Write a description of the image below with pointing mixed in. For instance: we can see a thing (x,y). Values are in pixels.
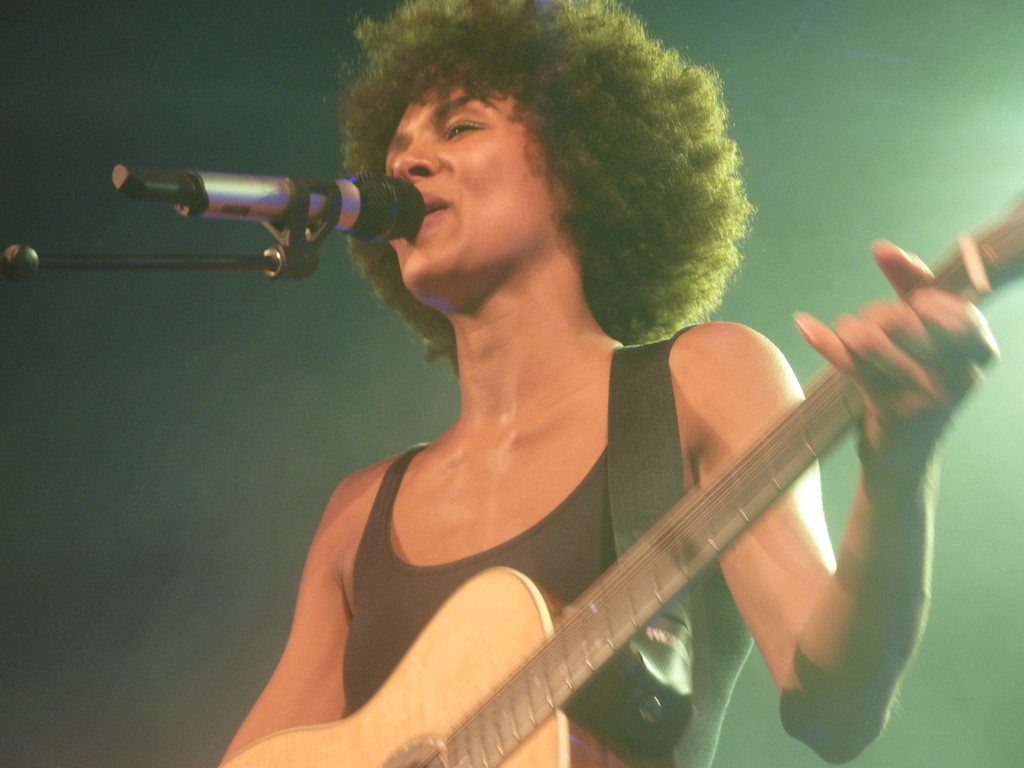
This is a picture of a woman (585,568) holding a guitar (499,657) and singing a song in front of the woman (443,255) there is a microphone (275,196) with stand (284,253). Background of the woman (483,463) is in green color.
